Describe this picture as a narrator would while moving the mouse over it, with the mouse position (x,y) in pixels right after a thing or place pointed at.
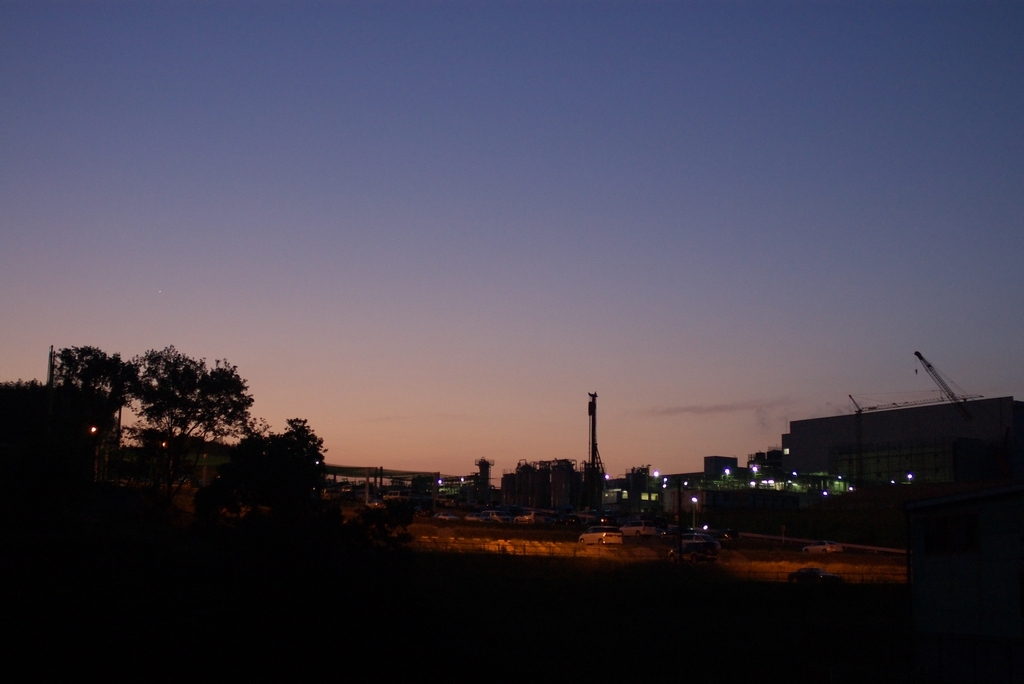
This is a night view of a city (642,499). In this image there are buildings (663,490), street lights (654,472), trees (262,481) and the sky (393,244).
